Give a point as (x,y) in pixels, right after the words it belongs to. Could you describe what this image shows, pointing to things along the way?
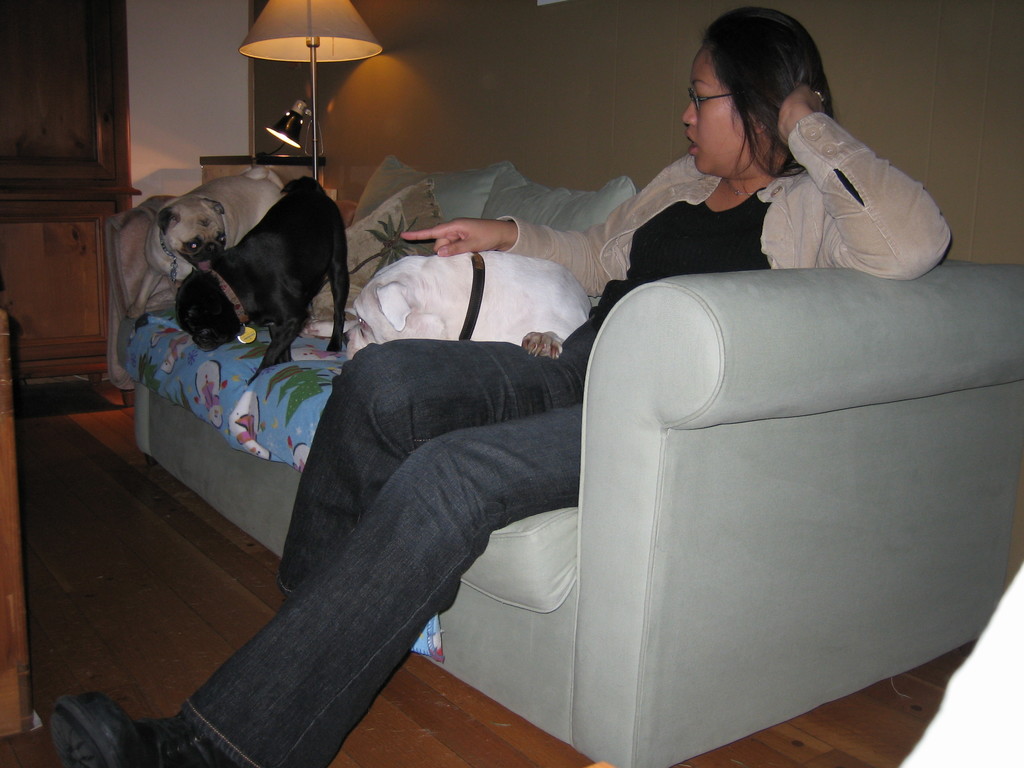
In this image I can see three dogs (373,323) and woman (514,508) is sitting on the couch (608,457). There are pillows (390,207), lamp (309,12) and a cupboard (65,72).
